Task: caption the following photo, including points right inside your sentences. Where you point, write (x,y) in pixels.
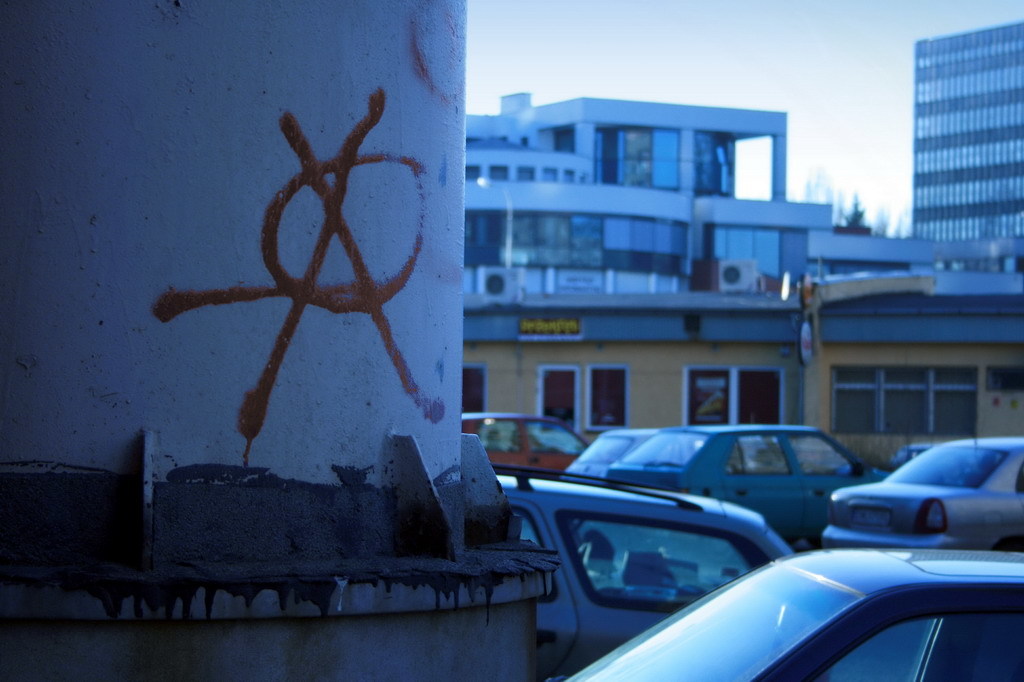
In this image we can see some buildings (996,207), some text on the building (669,392), two boards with text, some text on the pillar (331,319), some objects (810,298) on the buildings (580,299), some vehicles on the ground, at the top (787,52) there is the sky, one poster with text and image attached to the building (752,304).
